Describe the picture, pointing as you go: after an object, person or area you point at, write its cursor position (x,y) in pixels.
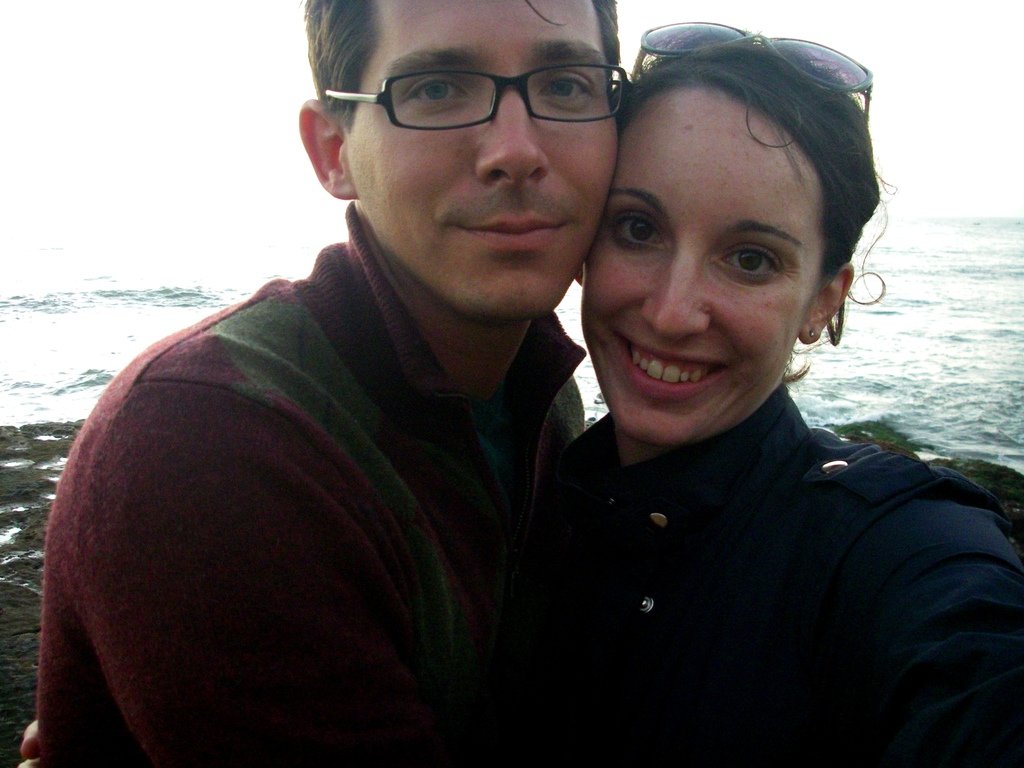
In the image in the center (493,353) we can see two persons (426,387) were standing and they were smiling, which we can see on their faces (724,207). In the background (961,256) we can see water (12,280).
